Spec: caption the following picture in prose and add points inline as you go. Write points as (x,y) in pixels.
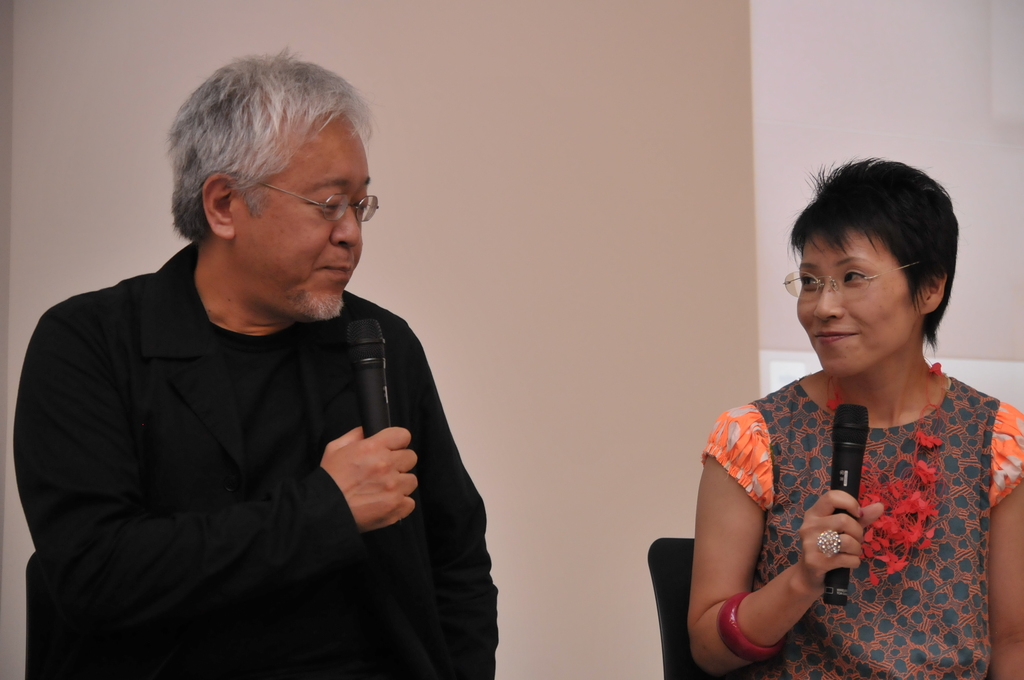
These two persons (112,400) are sitting on the chairs (683,570) and holding microphones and wear glasses (789,289). On the background (542,101) we can see wall (636,144).
